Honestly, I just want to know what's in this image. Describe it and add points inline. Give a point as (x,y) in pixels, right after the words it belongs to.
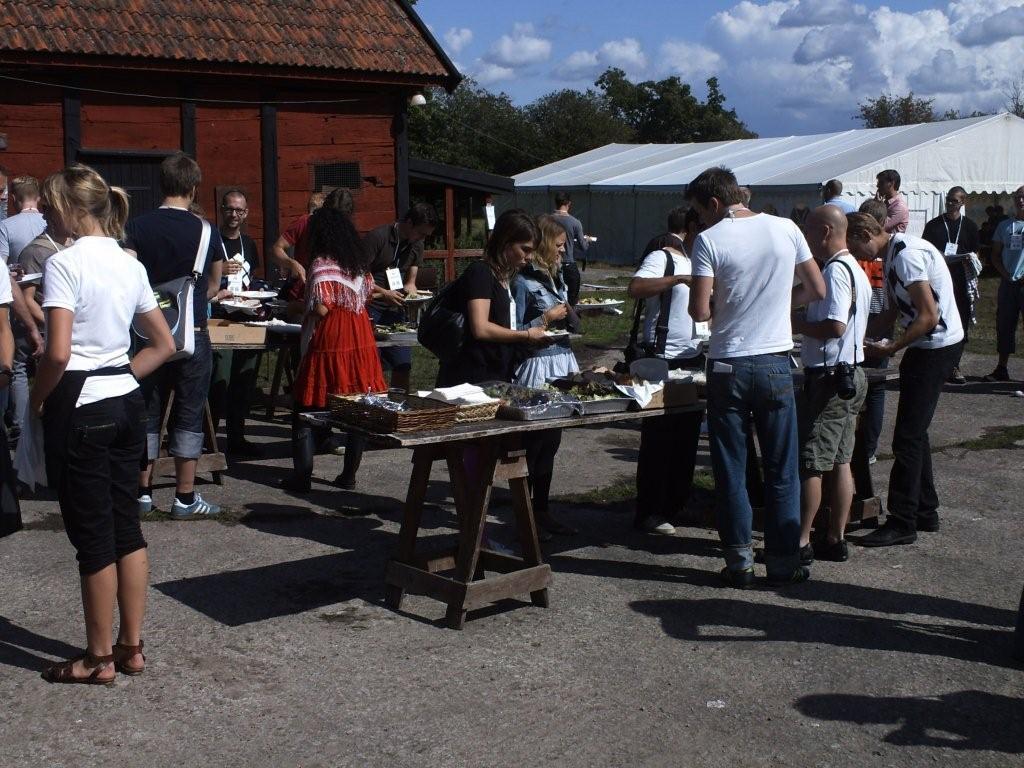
In this image I can see number of people (490,255) are standing. In the background (423,161) I can see few buildings (569,158), few trees (708,101) and clear view of sky (709,50).
